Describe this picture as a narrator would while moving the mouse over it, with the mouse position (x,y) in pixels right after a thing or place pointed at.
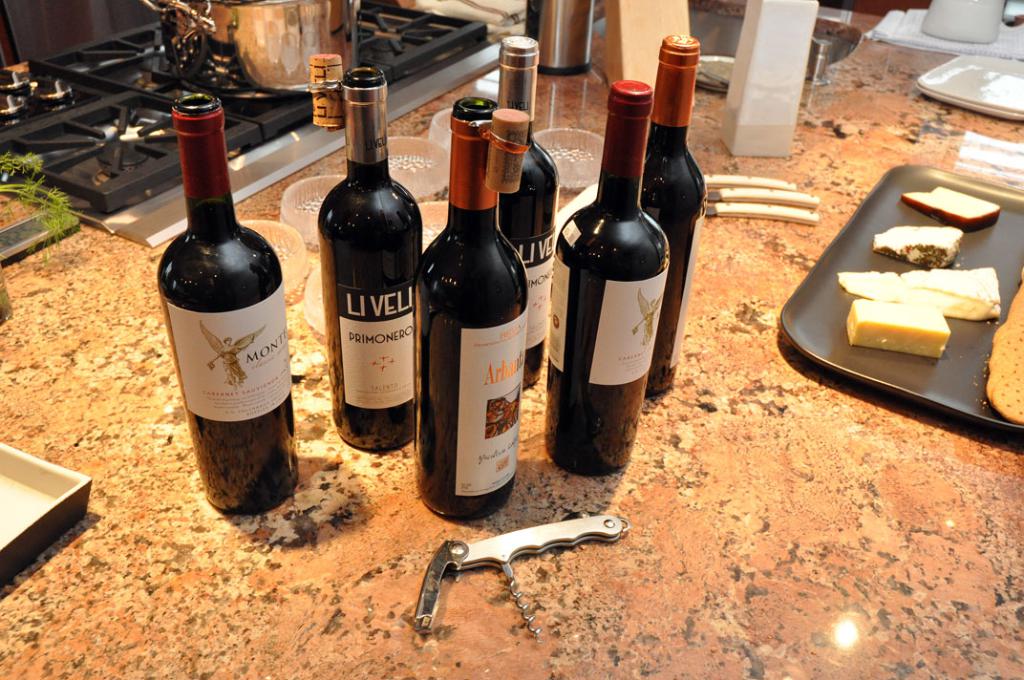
In this image we can see there is a kitchen platform (703,411). On the platform (745,225) there is a dish (236,78) placed on the stove (274,129), few bottles (437,310), tray (828,302) with some food items (913,299) on it, knives (748,213), a few bowls (426,224), corkscrew (614,520) and a few other objects (923,91) placed on it.
